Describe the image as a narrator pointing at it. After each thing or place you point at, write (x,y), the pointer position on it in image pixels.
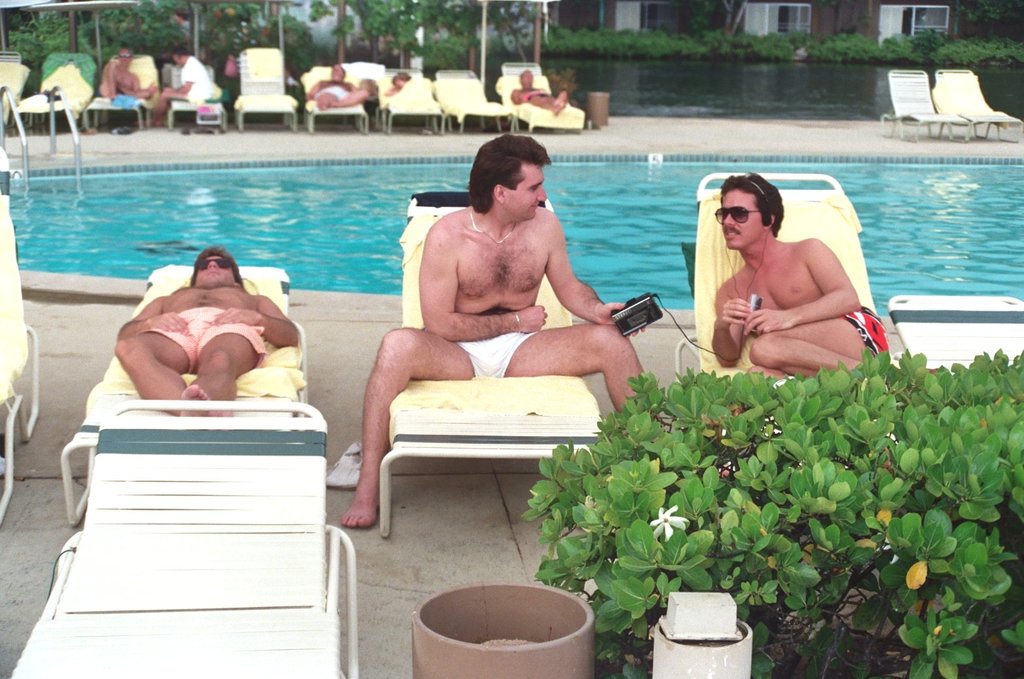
In this picture we can see water (583,194), beside the water (298,189) we can see people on chairs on the ground (345,341), here we can see plants (862,507), flower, metal poles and some objects (968,107).
